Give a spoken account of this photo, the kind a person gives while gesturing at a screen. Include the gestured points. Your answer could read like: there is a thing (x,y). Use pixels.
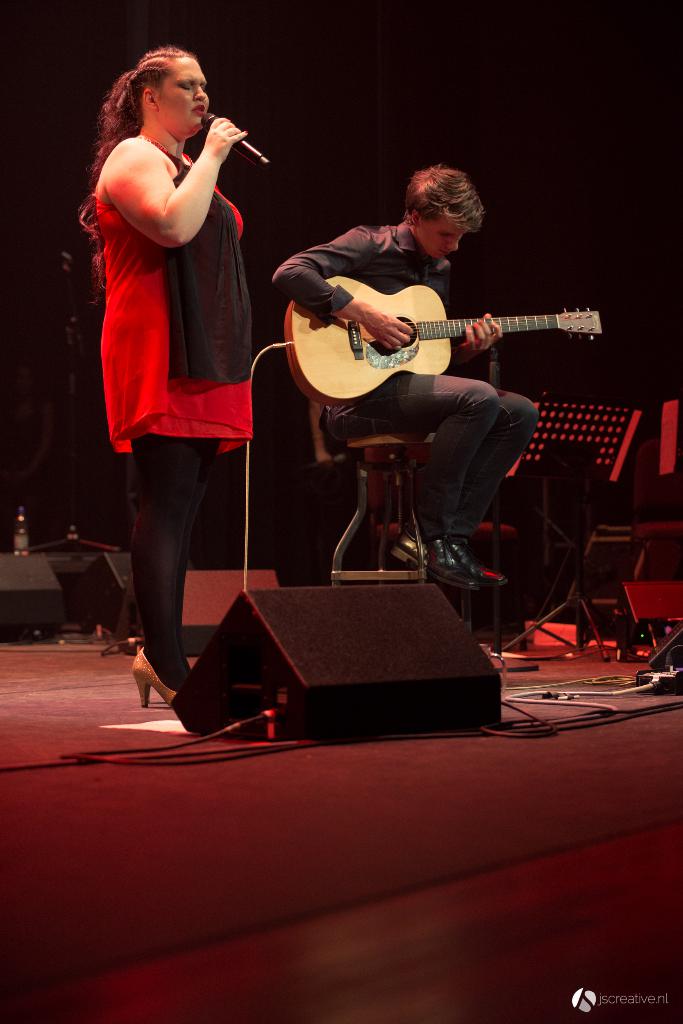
The person (160,336) in the left (167,337) is standing and singing in front of a mic (208,119) and the person (429,212) in the right (458,325) and playing guitar (431,296).
